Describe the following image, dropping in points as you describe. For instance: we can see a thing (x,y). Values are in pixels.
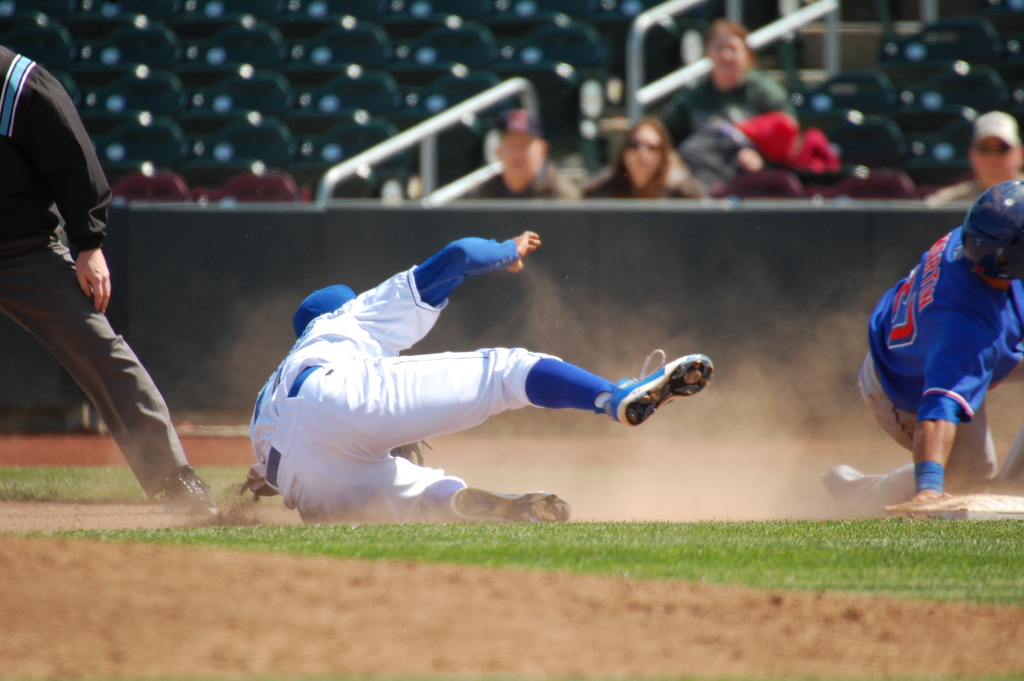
In this picture it looks like few people (401,396) are playing a game on the ground (182,555) and I can see few are sitting in the chairs (894,144) in the back (420,107) and I can see few empty chairs (287,115).
